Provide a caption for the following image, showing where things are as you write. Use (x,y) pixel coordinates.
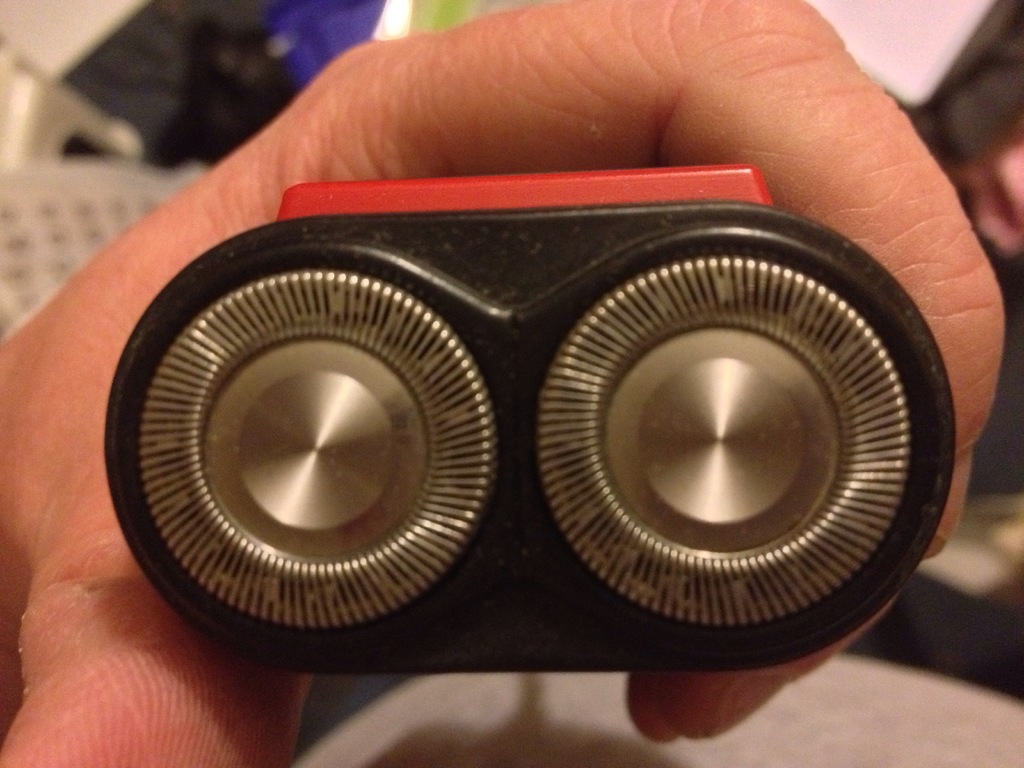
Here we can see hand (323,121) of a person (91,597) holding an object (494,503).
